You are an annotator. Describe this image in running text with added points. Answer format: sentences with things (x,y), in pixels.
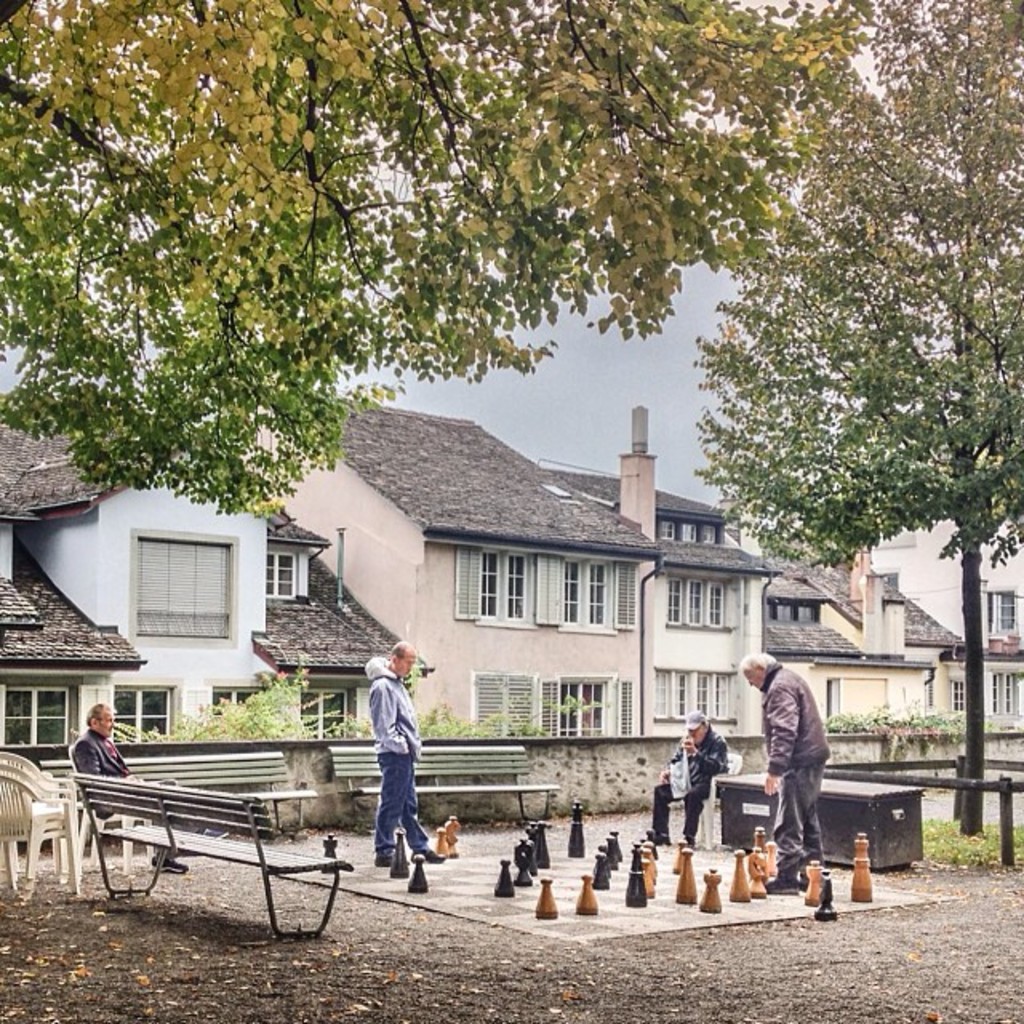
In the image there are four people (404,786), two of them were playing chess (661,853) and remaining two were sitting behind them and in the background (162,531) there are many houses (534,510), around the men (383,824) there are few trees (40,232).
